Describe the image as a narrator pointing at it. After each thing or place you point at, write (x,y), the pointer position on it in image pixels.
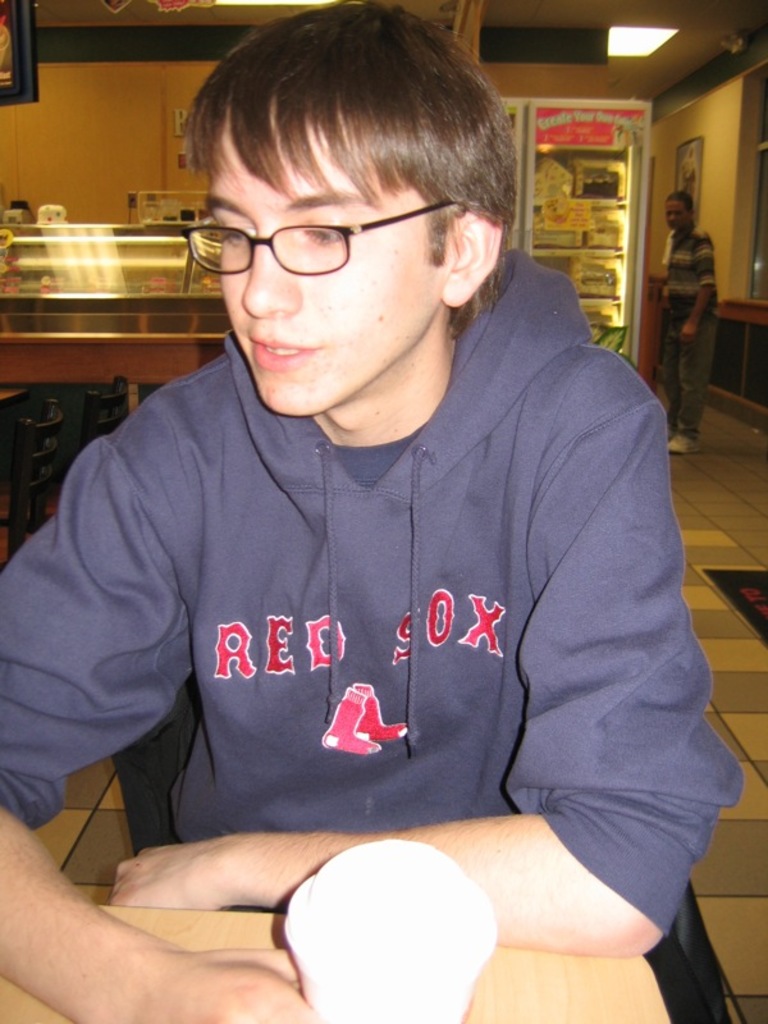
In this image I can see a person (340,520) visible on the chair (181,757) and I can see a table (524,990) in front of the person (255,978) and at the top (638,138) I can see a refrigerator (616,217) and a person (678,288) standing near the refrigerator (568,157) and on the left side (101,163) I can see a table (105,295) and the wall (140,129).
